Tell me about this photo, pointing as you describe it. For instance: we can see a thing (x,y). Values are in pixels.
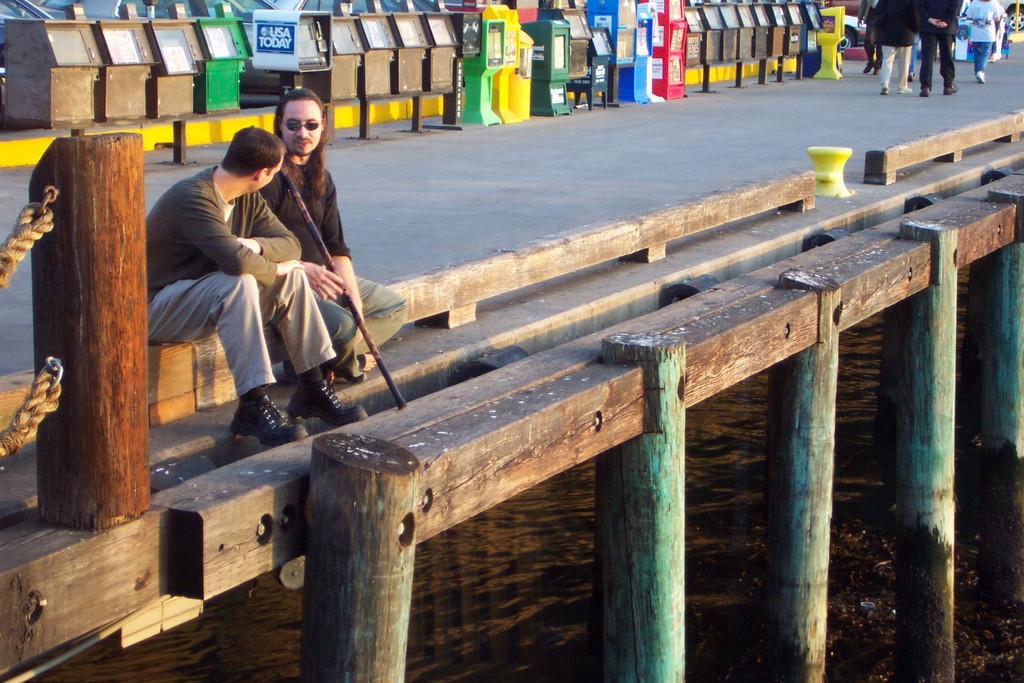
This is the picture of a bridge (662,182). In this image there are two persons (271,276) sitting on the left side of the image (271,408). On the right side of the image (988,20) there are group of people (934,44) walking. At the bottom (568,571) there is water (516,570).
